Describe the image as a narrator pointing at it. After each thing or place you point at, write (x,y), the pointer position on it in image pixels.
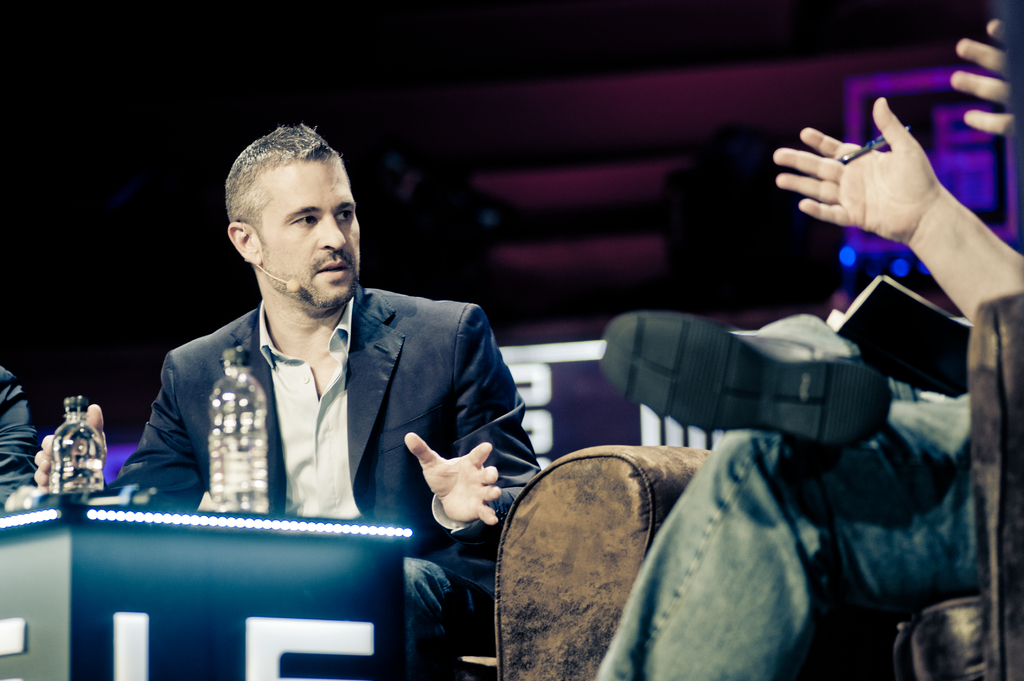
In the center of the image (383,329), there is a man (419,443) sitting and on the right (824,521), we can see a man (818,398) sitting and holding a pen (861,148) in his hands (854,211). In the front (54,549), we can see bottles (94,479) placed on the table (280,542).
